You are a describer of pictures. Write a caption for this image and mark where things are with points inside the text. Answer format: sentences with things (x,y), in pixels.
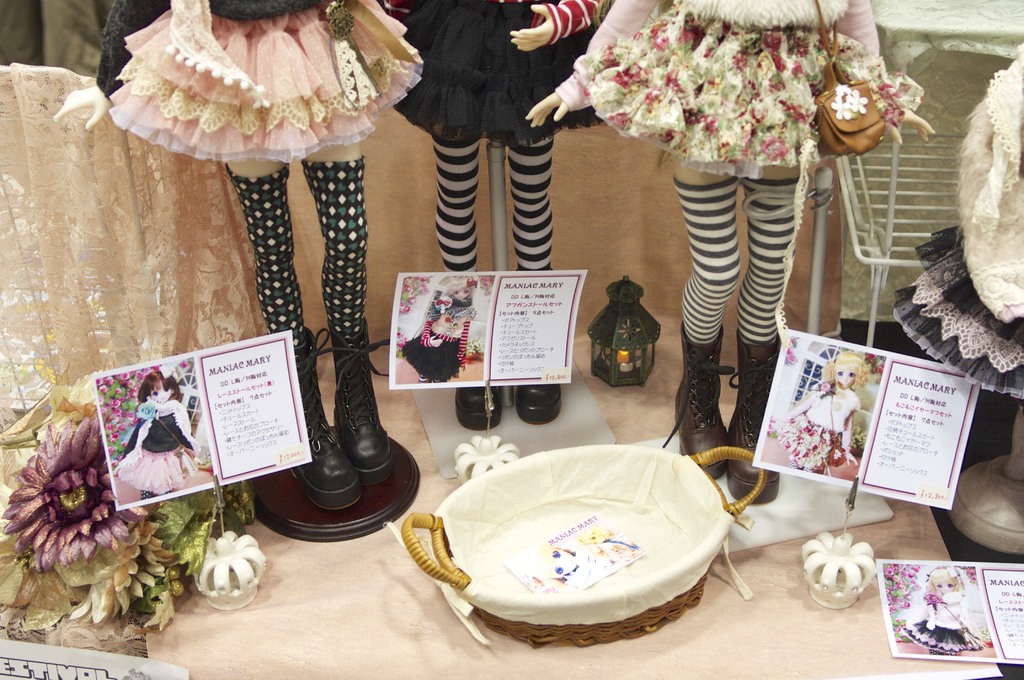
In the picture there are different barbie dolls (918,336) kept on a cloth (701,639) and in front of each doll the description (194,446) is given and there is a bowl (537,484) placed in front of those dolls (301,79), only the half part of the dolls (233,144) is visible in the image.
